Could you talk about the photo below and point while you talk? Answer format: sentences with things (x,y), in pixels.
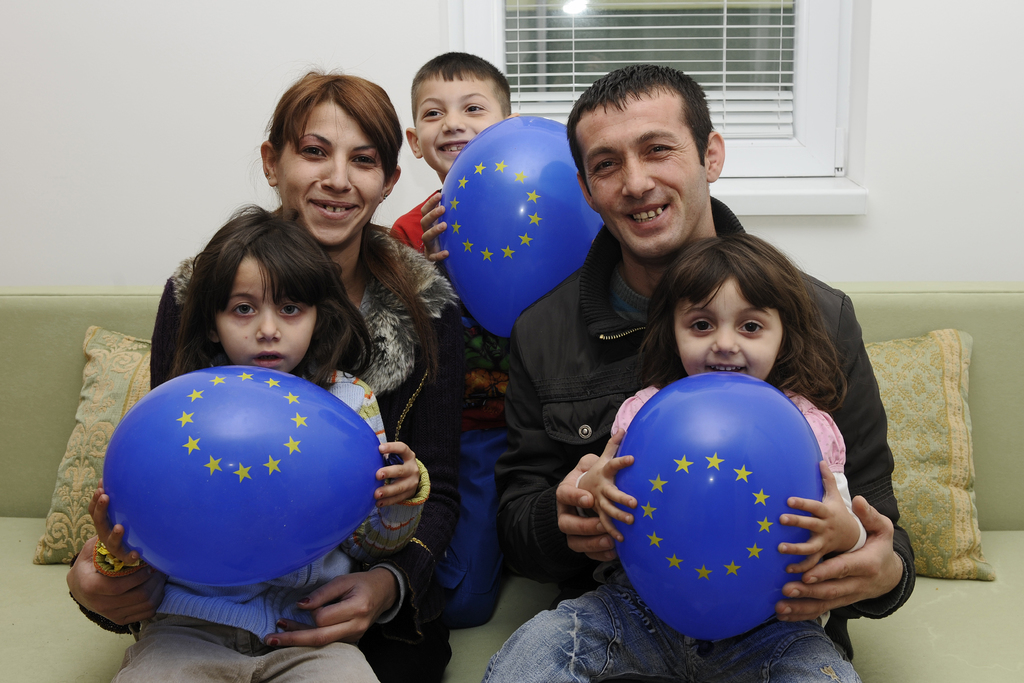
In this image, we can see two persons (634,186) wearing clothes (450,432) and sitting on the sofa (69,648). There are three kids (398,227) holding balloons (480,242) with their hands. There is a window (670,37) at the top of the image (710,31).
